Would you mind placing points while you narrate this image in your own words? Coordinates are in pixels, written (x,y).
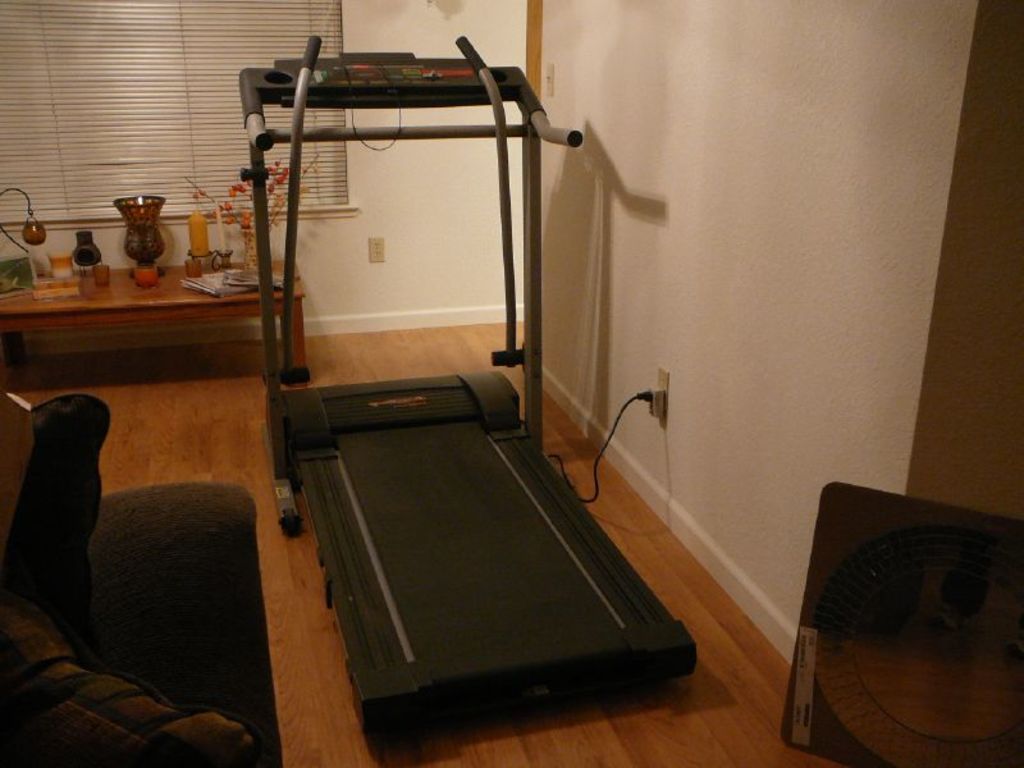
In the picture I can see a sofa (160,592) which has few objects (57,742) placed on it in the left corner (96,659) and there is a treadmill (489,554) beside it and there is an object (911,573) and a white color wall (920,322) in the right corner (927,278) and there is a table (185,279) which has few objects (88,268) placed on it in the background (142,281).
